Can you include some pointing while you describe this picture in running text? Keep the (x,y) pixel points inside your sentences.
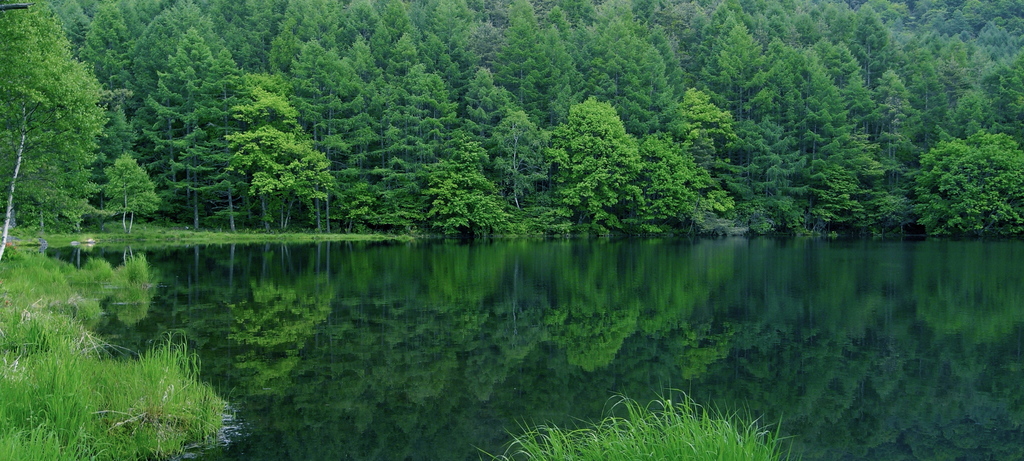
In this image, we can see water (444,316) and there are some green color plants (712,411) and trees (600,73).
